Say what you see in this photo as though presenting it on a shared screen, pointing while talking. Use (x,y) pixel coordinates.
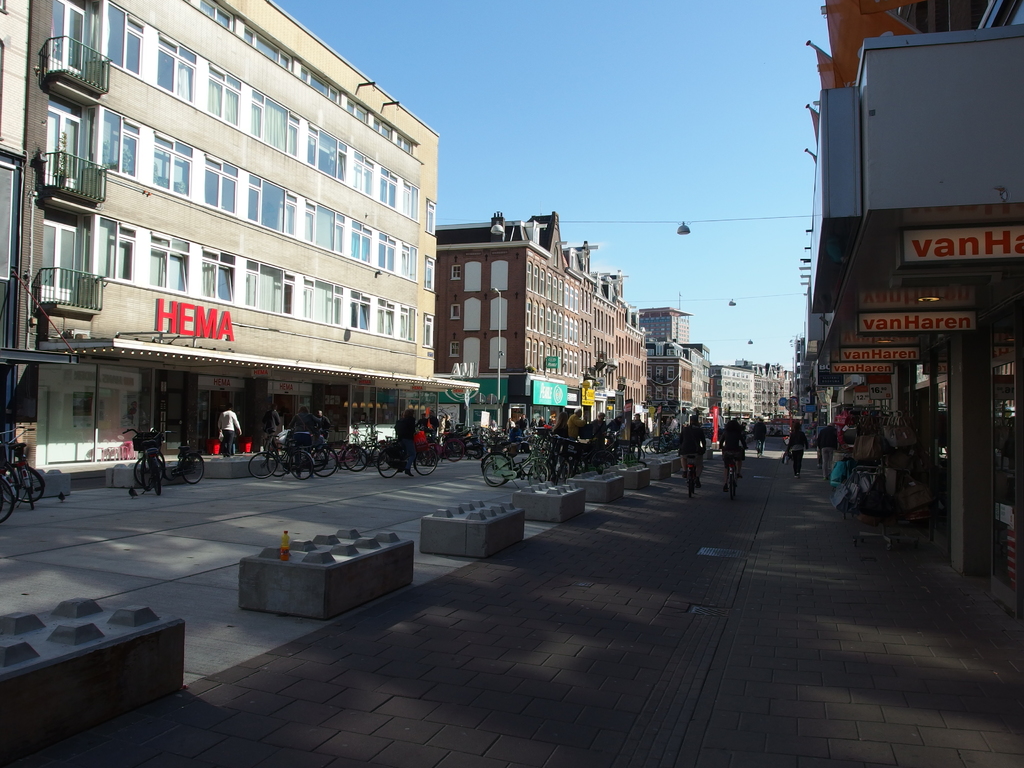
In this image, I can see the buildings (321,255) with the windows (232,102). These are the name boards (874,370). I can see few people (735,447) riding bicycles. I think these are the lights (731,301), which are hanging to the ropes (502,221). I can see the bags (840,470), which are hanging to the hanger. There are few bicycles (183,461), which are parked. This is the sky (679,171).
